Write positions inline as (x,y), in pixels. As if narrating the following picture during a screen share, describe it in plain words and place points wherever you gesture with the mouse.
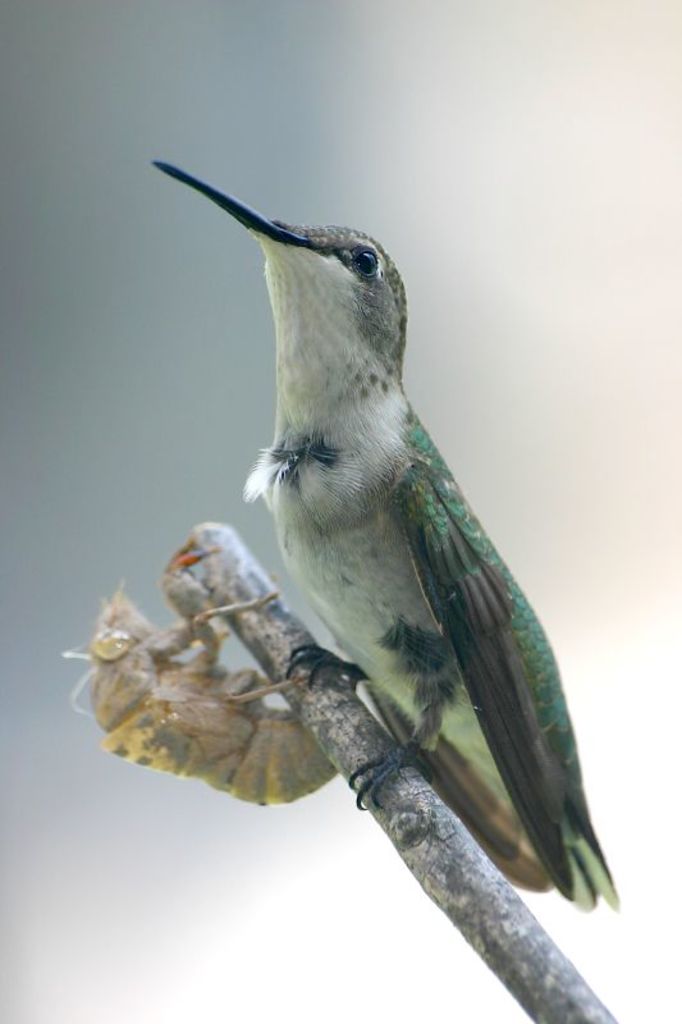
In this image, we can see a bird (400,707) and pupa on the wooden stick (430,802). Background (5,919) we can see the sky (631,966).
